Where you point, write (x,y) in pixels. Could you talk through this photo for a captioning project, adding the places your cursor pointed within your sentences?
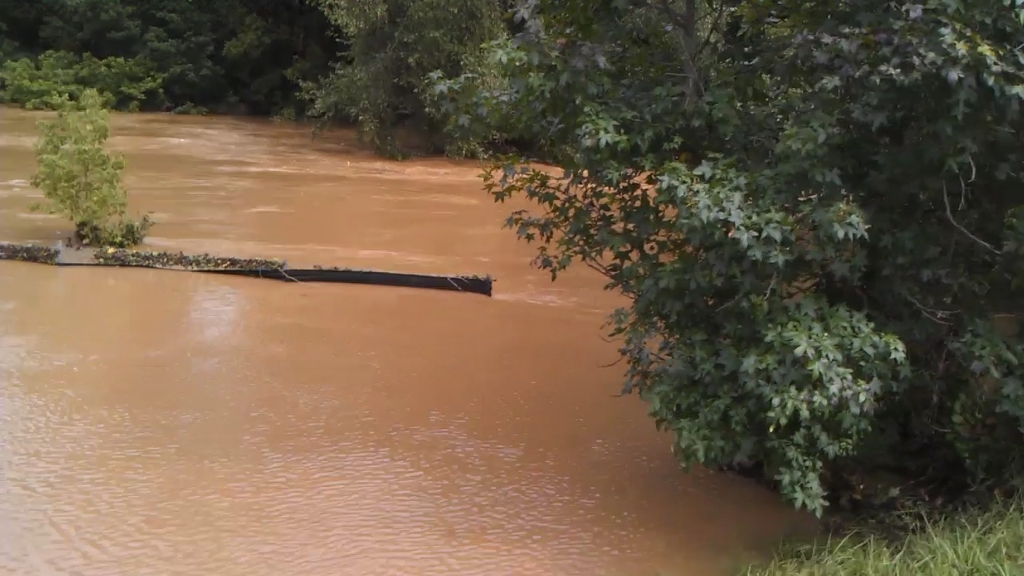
In this image there are water (431,259) and trees (490,192).
